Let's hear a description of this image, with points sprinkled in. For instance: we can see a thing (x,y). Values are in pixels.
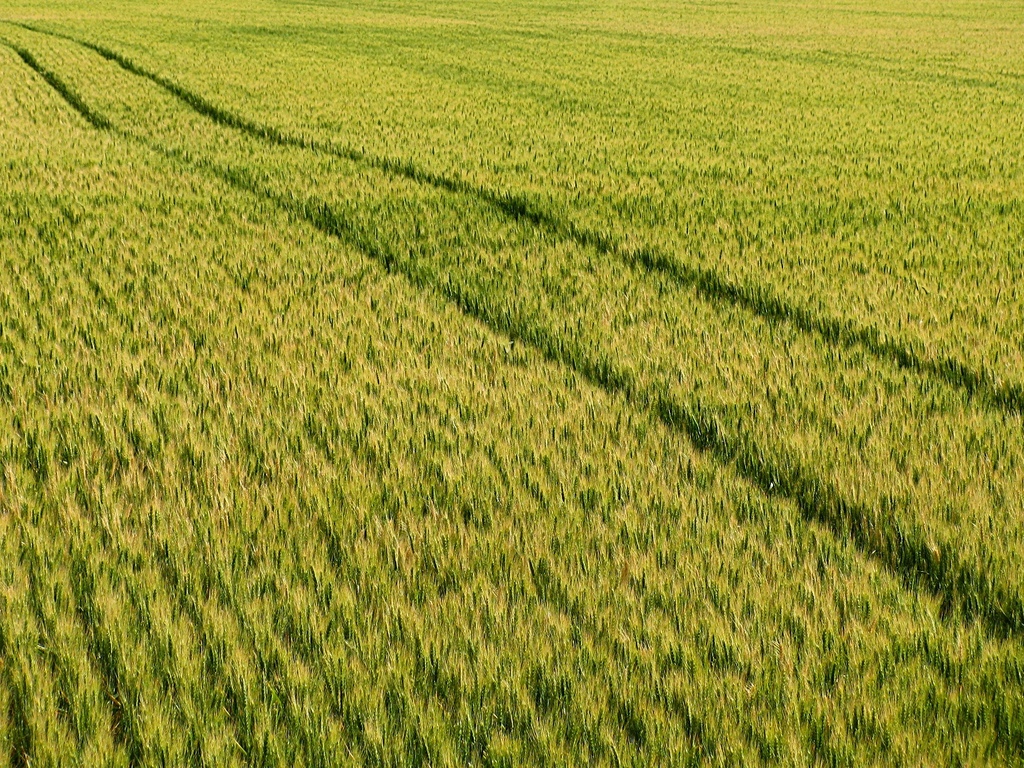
This picture is clicked outside the city and we can see the ground (409,291) is covered with the green grass (522,376).
